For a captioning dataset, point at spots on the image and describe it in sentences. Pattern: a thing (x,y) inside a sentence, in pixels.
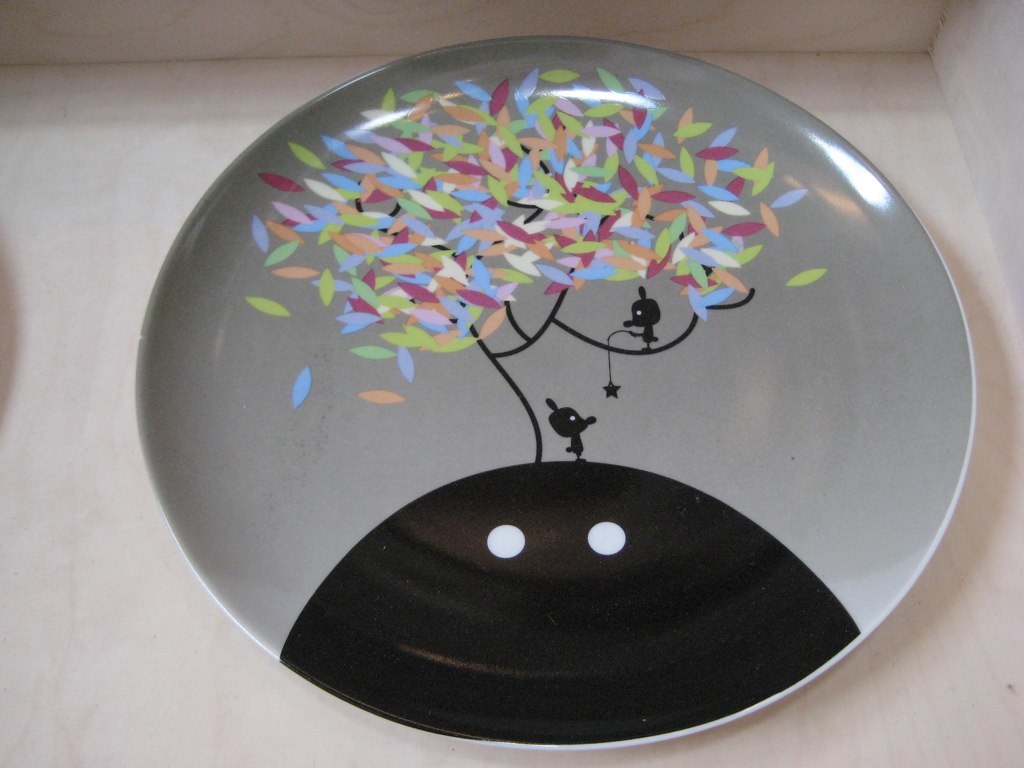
This image consists of something, which is made from glass (551,537).
